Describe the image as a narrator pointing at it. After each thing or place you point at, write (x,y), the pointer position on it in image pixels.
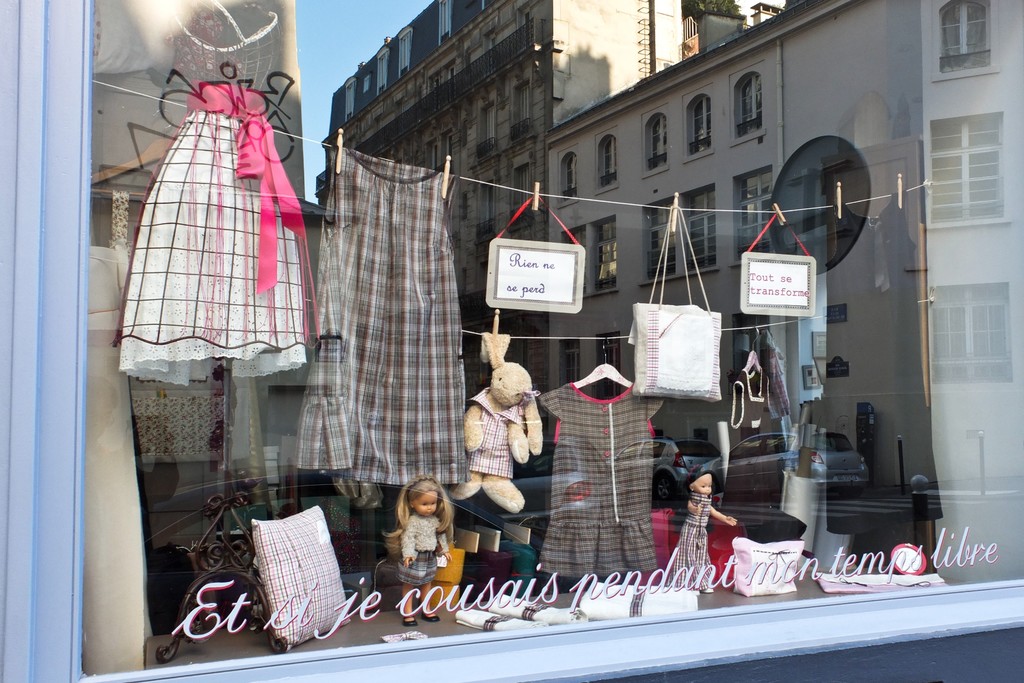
As we can see in the image there are buildings (495,81), toys (515,395), pillow (308,557), clothes (167,315) and bags (650,395). On the top (317,28) there is a sky (334,20).
